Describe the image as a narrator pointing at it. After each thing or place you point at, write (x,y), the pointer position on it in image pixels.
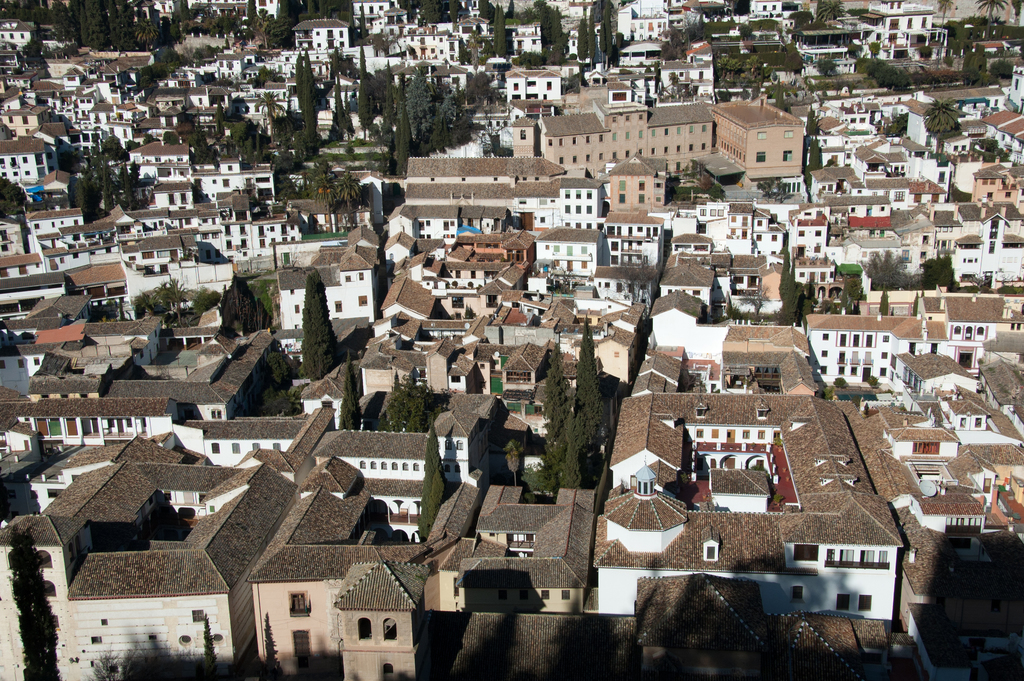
In this picture we can see few buildings (571,264) and trees (582,476).
